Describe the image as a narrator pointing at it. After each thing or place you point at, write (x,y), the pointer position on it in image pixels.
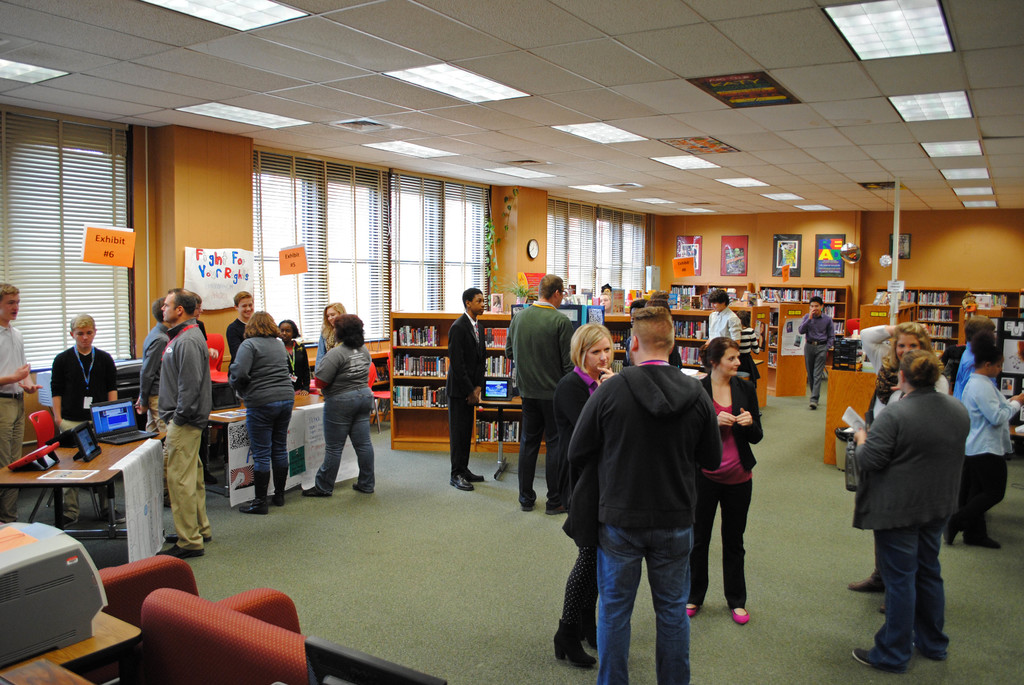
In this picture there is a woman (578,385) who is wearing blazer (576,405) and shoe (583,635). She is standing near to the man (646,411) who is wearing black hoodie (607,521) and jeans (598,556). Beside her we can see another woman (756,416) who is wearing blazer (747,427), pink t-shirt (730,477), trouser (696,525) and the pink color shoe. On the left (159,301) we can see the group of persons (195,352) were standing near to the table (87,463). On the table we can see laptops (126,409), tablets (84,434), posters (154,470), papers (128,461) and other objects (59,446). On the bottom (298,677) we can see the chairs (178,610) near to the printing machine (83,615). In the background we can see wooden racks (778,388). On the wooden racks (771,377) we can see many books (498,368). At the top (431,153) we can see the tube lights (941,153). Here we can see the window (571,218), window blind (560,249) and wall clock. On the right (821,256) background (806,253) we can see the posters (701,269) on the wall (940,270).
